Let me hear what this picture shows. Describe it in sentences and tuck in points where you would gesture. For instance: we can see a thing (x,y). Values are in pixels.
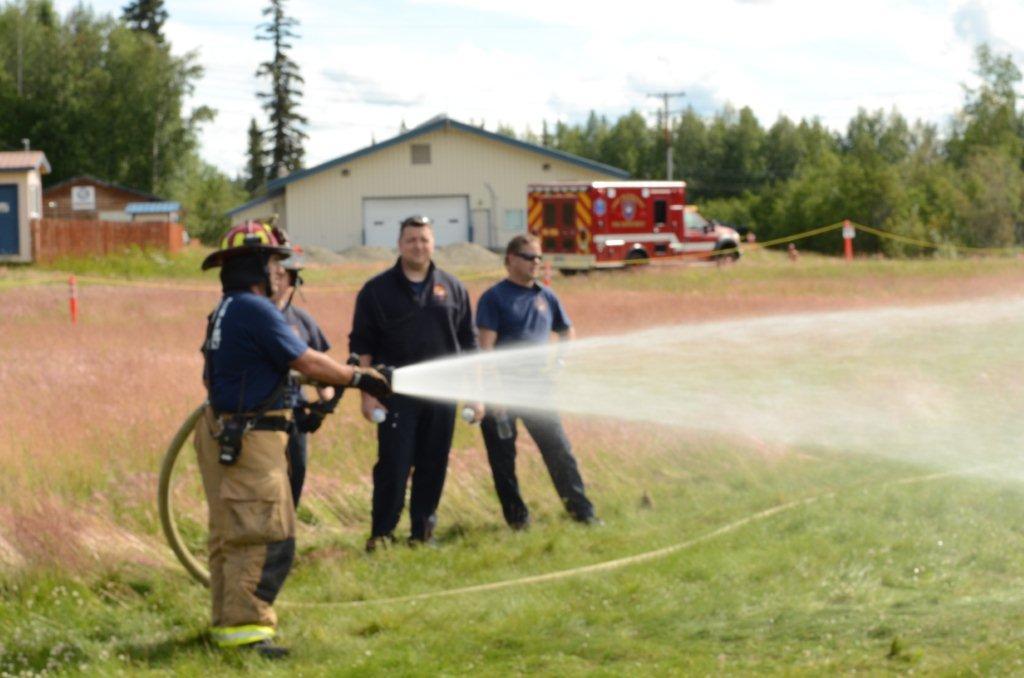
In this image there are persons (342,365) standing. In the front (255,413) there is a person (274,439) standing and holding a pipe (339,382) and there is water (400,374) coming from the pipe (389,381). On the ground (576,616) there is grass (591,612). In the background (443,201) there is a building (453,186) and there is a vehicle (638,223) and there are trees (95,138) and the sky (728,38) is cloudy.
